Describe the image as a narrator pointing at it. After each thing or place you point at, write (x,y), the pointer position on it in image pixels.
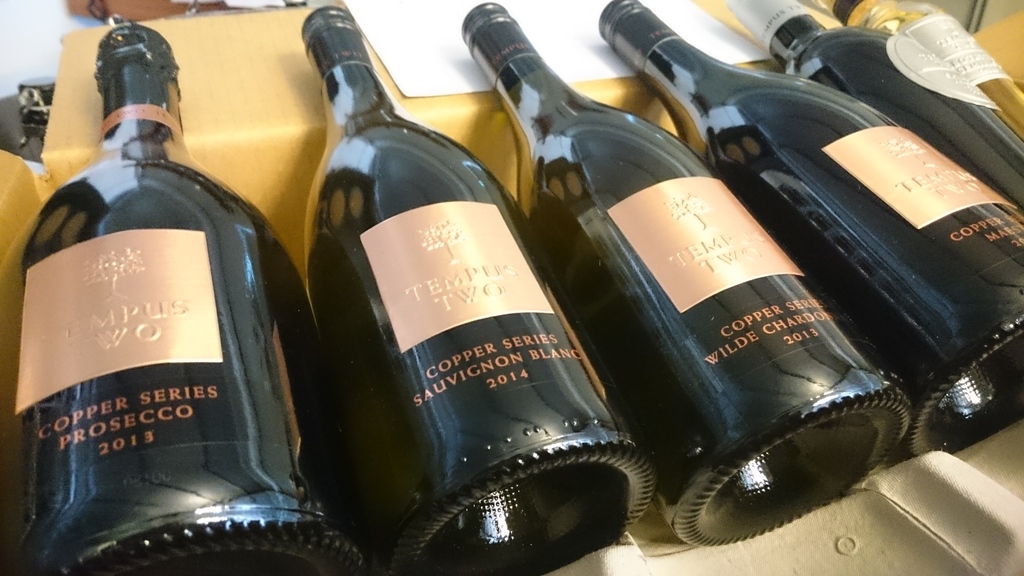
In this image I can see many wine bottles (618,387) and a paper (545,26).
